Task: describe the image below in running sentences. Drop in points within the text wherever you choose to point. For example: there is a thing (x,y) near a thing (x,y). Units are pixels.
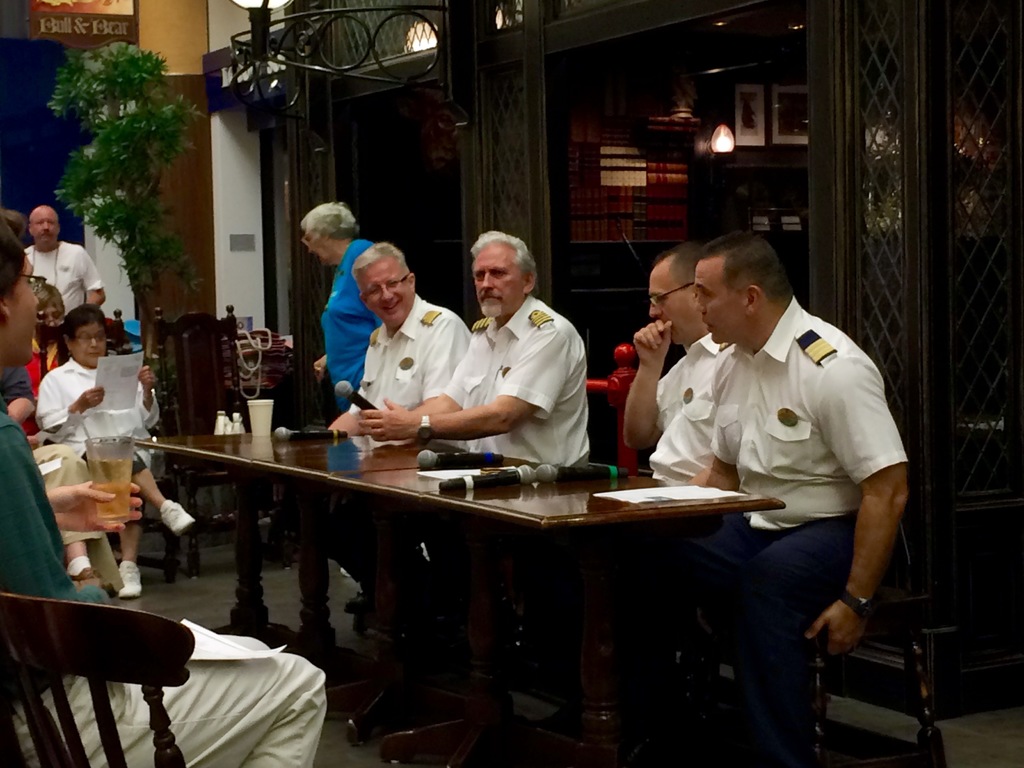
The person's (710,393) wearing white shirts (710,393) is sitting in chairs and there is a table (417,447) in front of them and the table (495,465) consists of mikes (464,462) and papers (453,473) and there group of people (30,397) in front of them.
